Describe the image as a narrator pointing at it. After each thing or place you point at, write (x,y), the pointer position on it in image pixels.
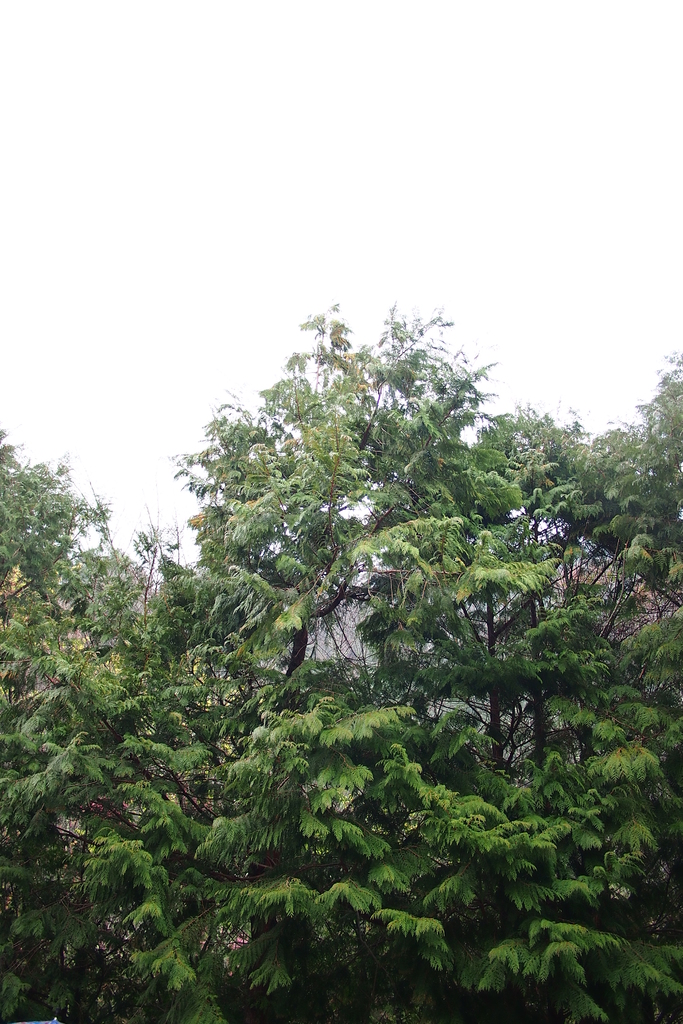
Here we can see green trees (625,874). Background (33,296) it is white.
